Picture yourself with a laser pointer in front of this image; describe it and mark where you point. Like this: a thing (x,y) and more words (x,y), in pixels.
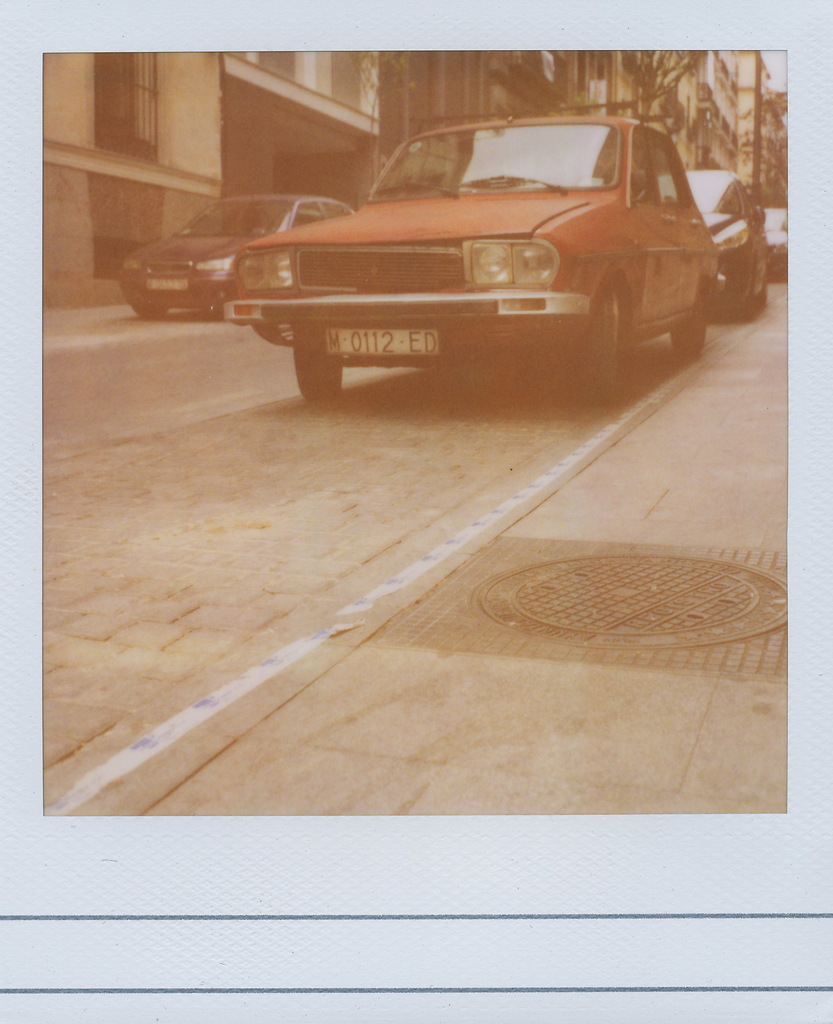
As we can see in the image there are cars (467,222) and buildings (300,139).
